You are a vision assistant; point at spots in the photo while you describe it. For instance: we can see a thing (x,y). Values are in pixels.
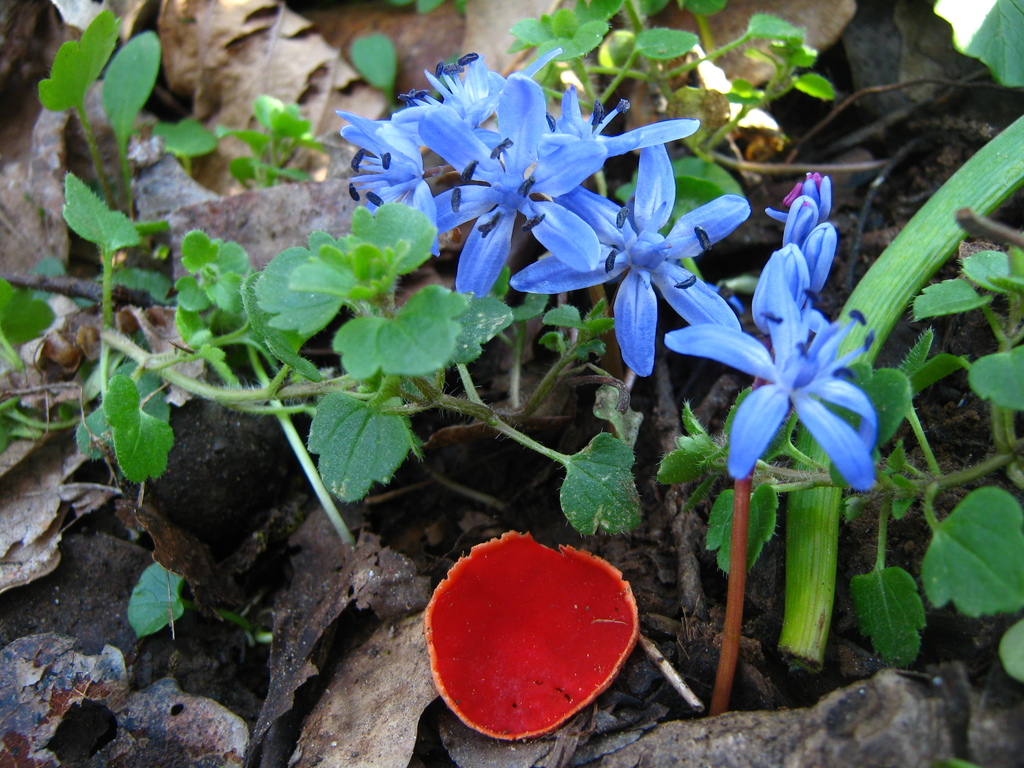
In the picture we can see a small plant (990,175) with violet colored flowers (809,360) to it and beside it, we can see a red colored substance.
